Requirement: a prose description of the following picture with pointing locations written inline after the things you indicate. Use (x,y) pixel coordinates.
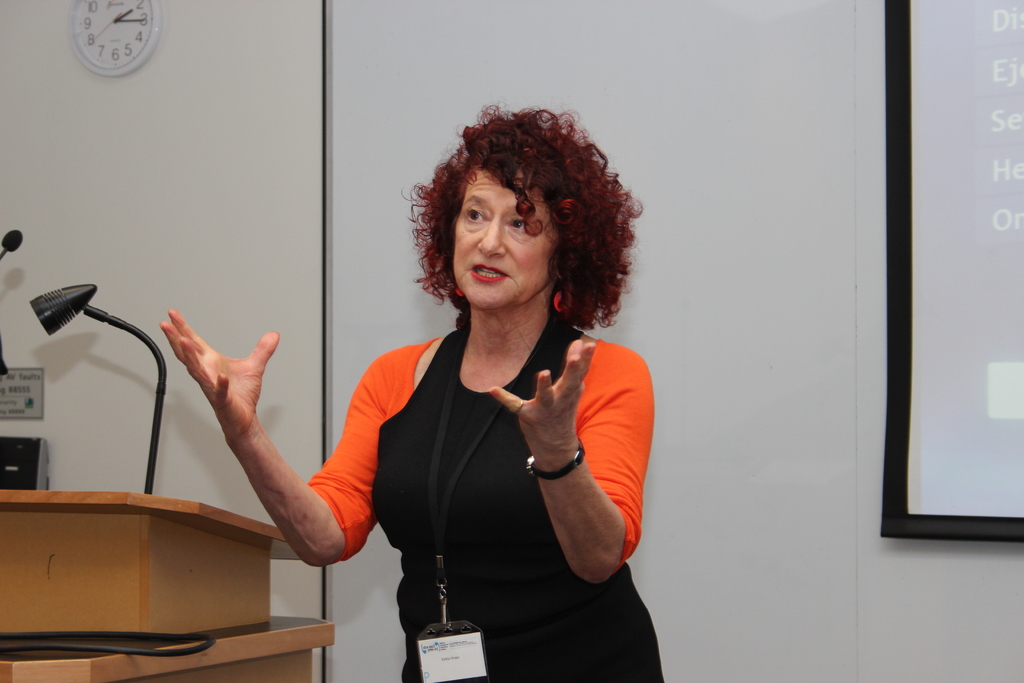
In this image there is a woman (450,458) standing near the podium (263,597). In the background (896,207) there is a screen (969,270). On the left side (173,182) there is a wall (164,146) to which there is a wall clock (123,49). On the podium (110,505) there is a lamp (43,304) and a mic (15,248) beside it.
